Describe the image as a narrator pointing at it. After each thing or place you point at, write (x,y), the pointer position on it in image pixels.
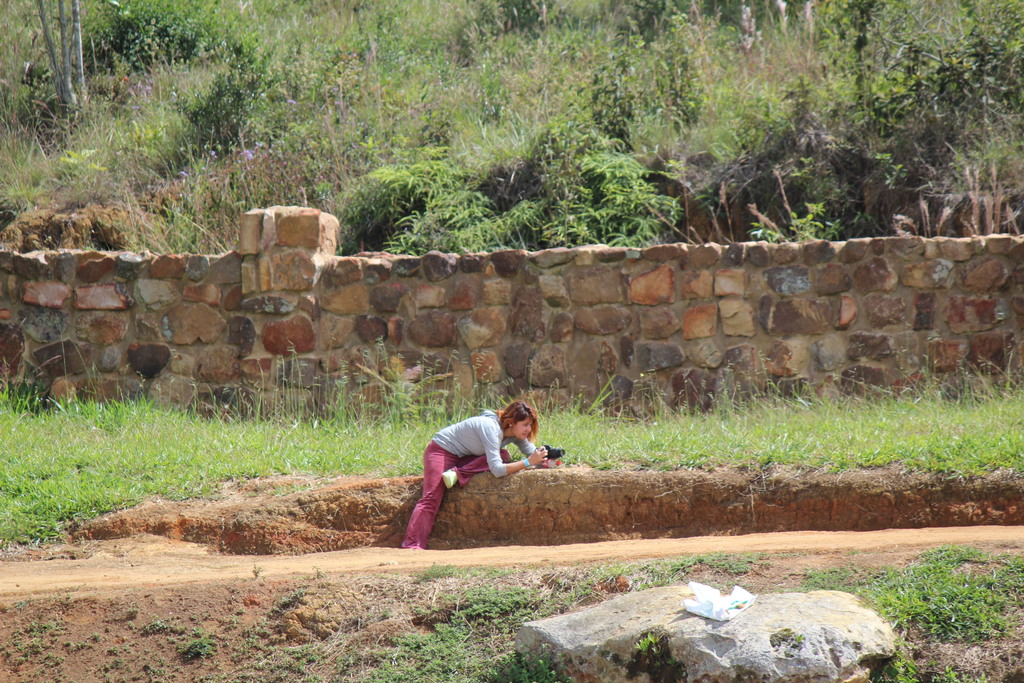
In this image in the center (445,449) there is one woman (527,422) who is holding a camera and at the bottom (507,620) there is grass (888,589) and some rocks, and in the background (430,329) there are some trees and a wall (502,355) and some plants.
